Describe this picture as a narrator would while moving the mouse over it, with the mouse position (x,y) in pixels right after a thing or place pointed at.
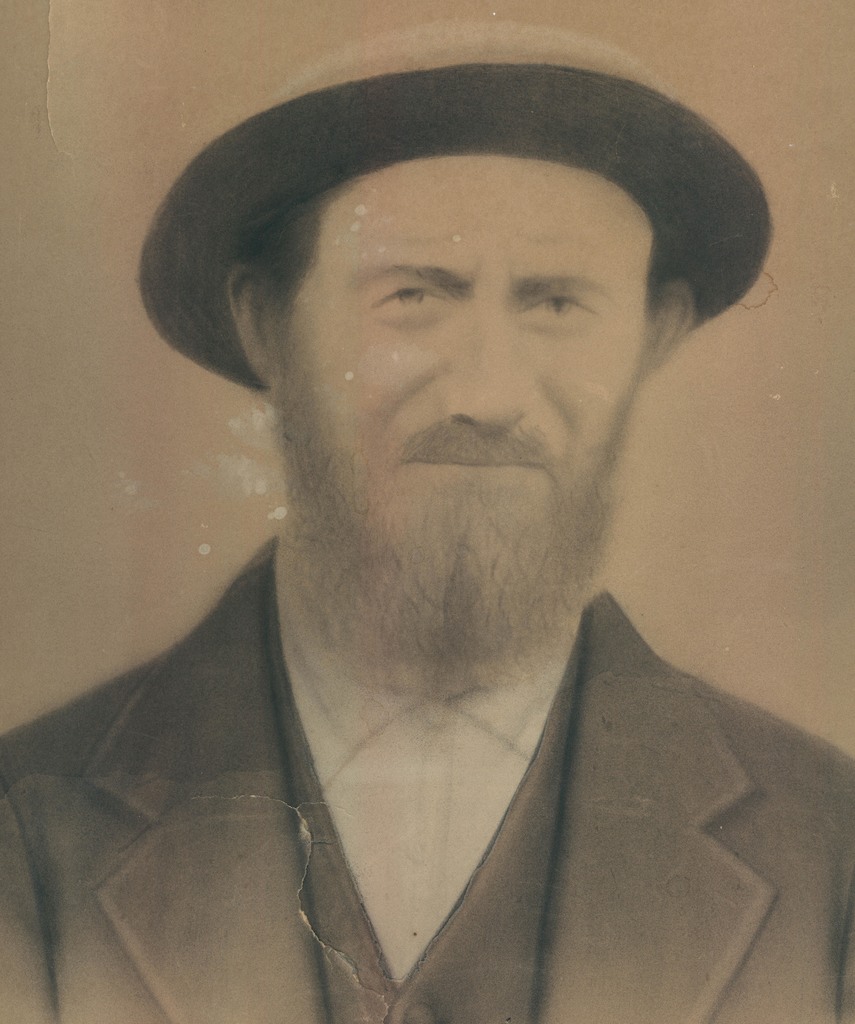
In this image I can see a person (372,745) wearing white shirt (366,782) and black blazer (249,799) and a hat (423,134) and I can see the brown colored background (185,425).
